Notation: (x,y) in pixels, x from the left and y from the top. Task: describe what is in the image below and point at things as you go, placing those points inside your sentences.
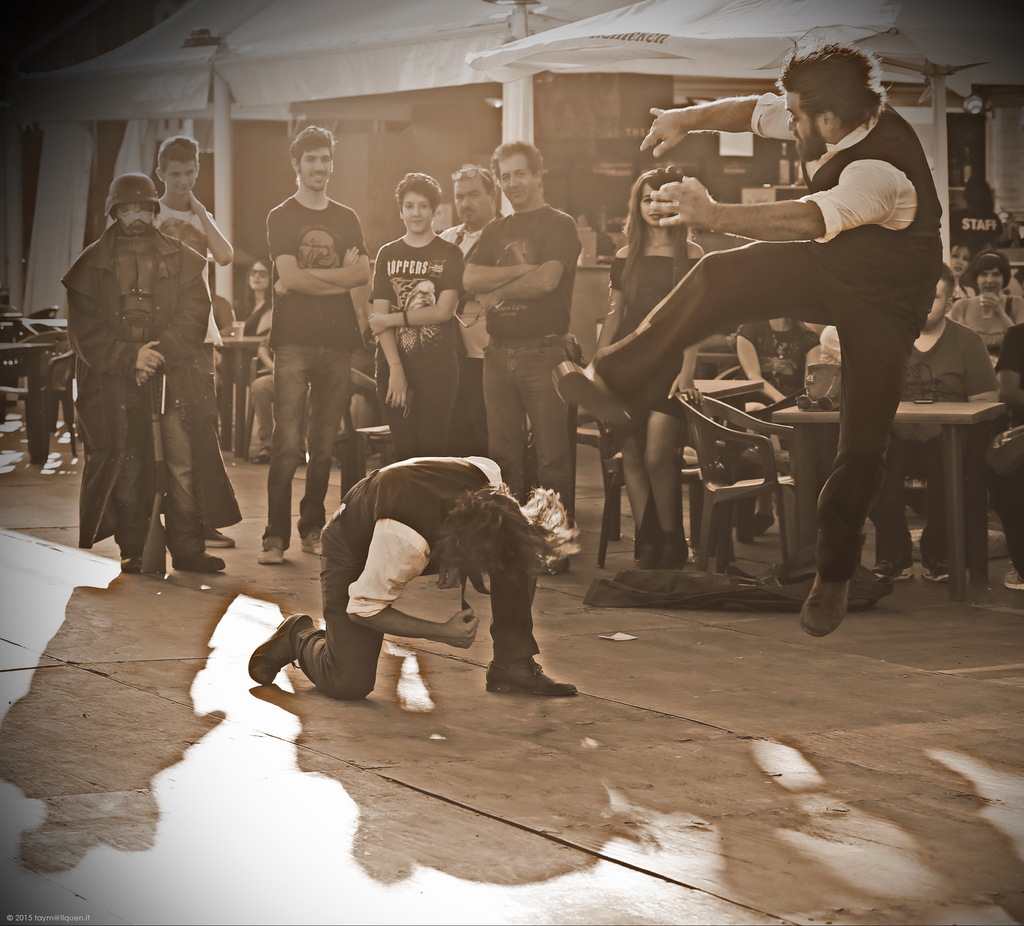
In this picture, we can see a few people (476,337) sitting, and a few (484,243) are standing, we can see the ground (959,834) and some objects (713,437) on the ground (576,646) like bags (1005,442), chairs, tables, poles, and sheds (402,60).
